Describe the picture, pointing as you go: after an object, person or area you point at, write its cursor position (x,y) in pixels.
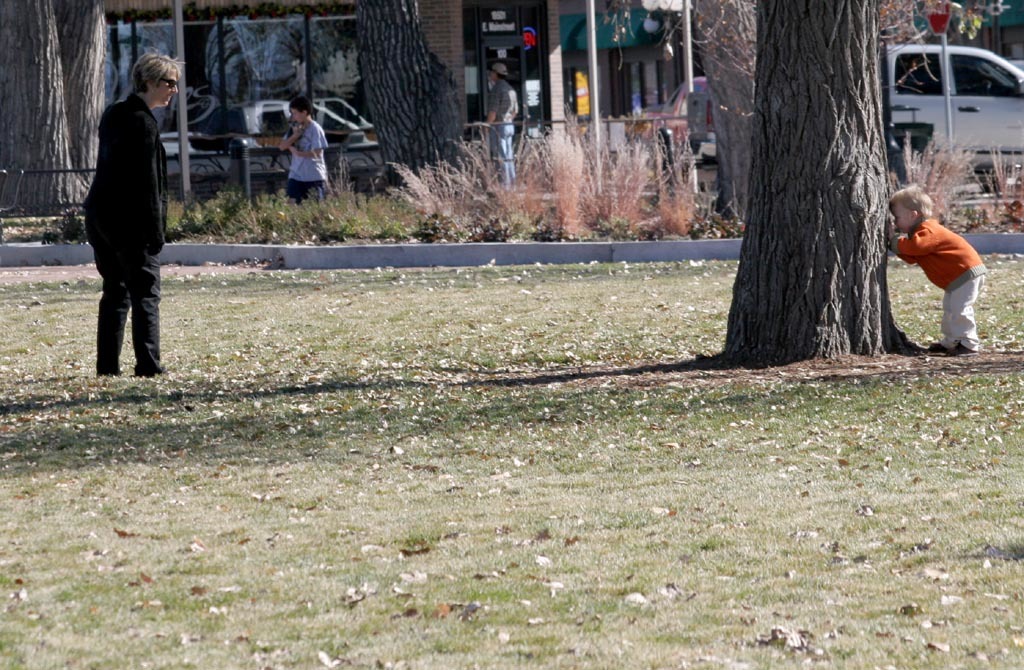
In this picture there is old man (148,254) wearing black color coat (150,229) and pant (150,323) playing in the garden (671,383) with small boy (950,266) who is behind the tree (850,260) wearing orange color t-shirt (952,282). In the background (340,214) there are some tree trunk (61,36), plants (376,215) and shops (228,113).
